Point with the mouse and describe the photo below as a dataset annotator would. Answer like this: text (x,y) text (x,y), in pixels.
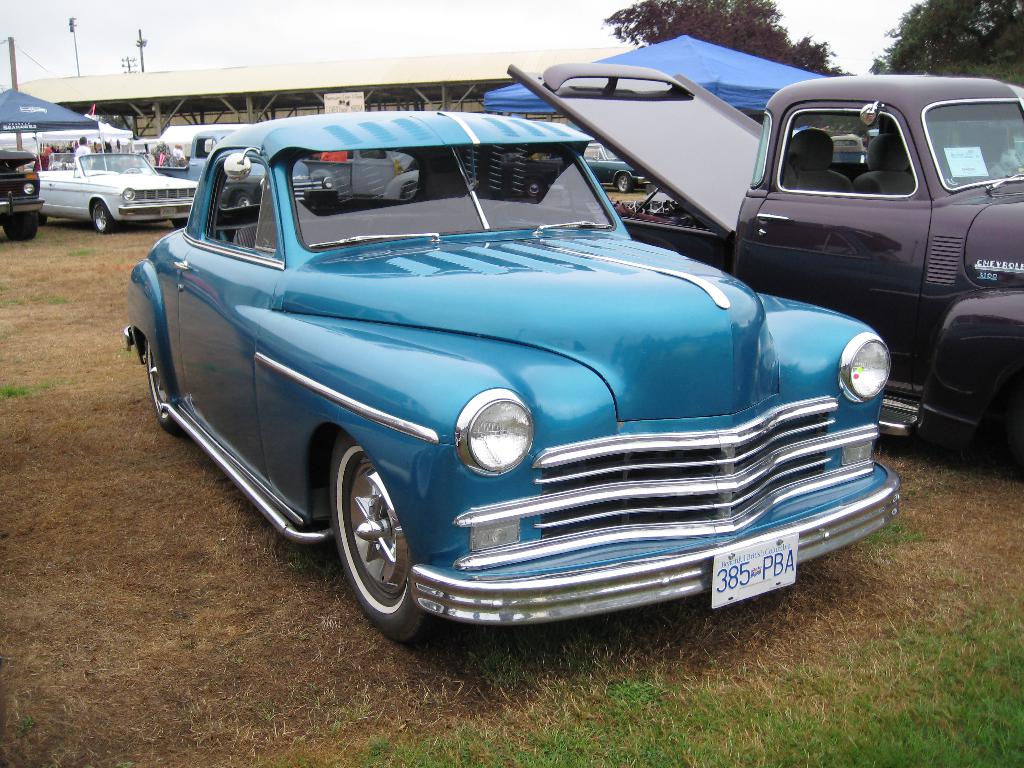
In the middle of the image (392,471) we can see some vehicles (616,112). Behind the vehicles (441,124) few people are standing and there are some tents (48,116) and trees (669,24) and poles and sky (292,47). At the bottom of the image (635,702) there is grass (726,760).
